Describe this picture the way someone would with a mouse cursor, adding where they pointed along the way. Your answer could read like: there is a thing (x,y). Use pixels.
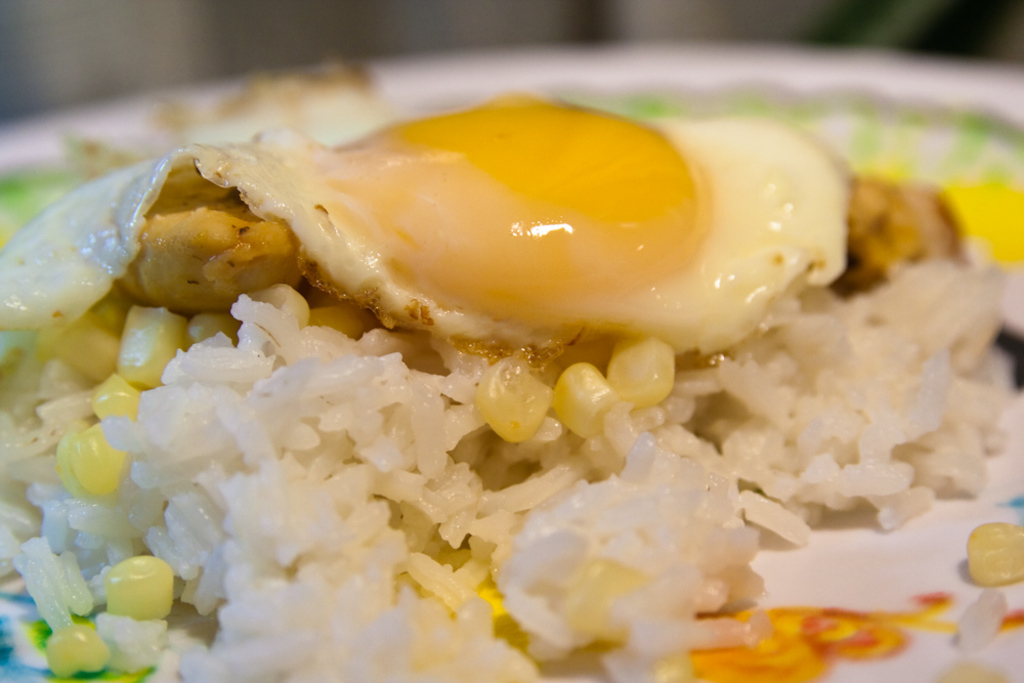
Here in this picture we can see a half boiled omelet (363,262) present on rice (251,459).
